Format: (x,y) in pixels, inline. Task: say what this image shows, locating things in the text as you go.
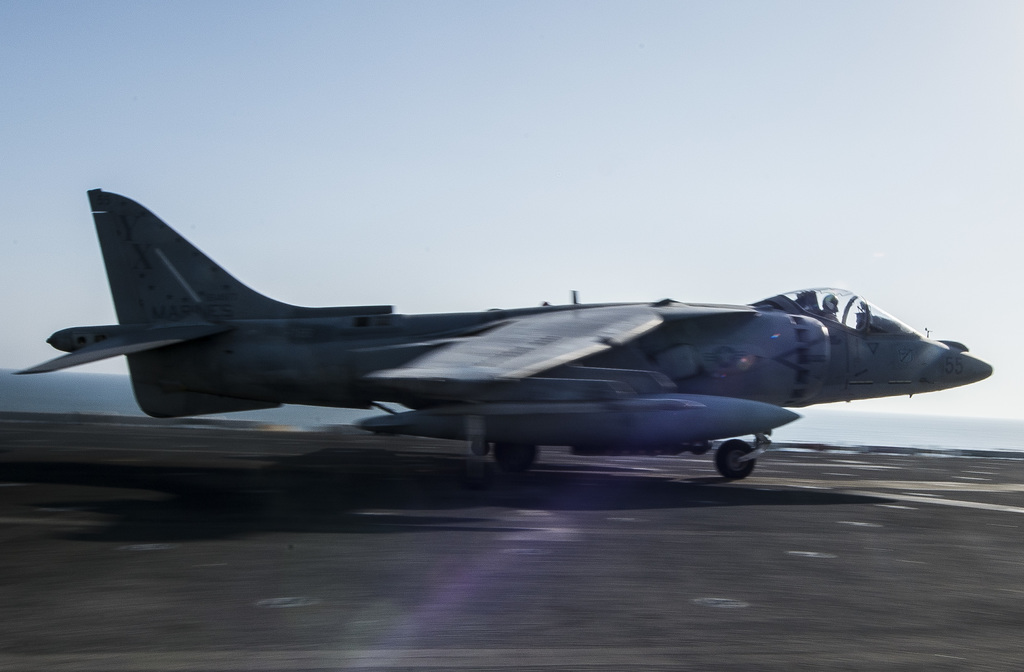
In this image, we can see an airplane (423,421). We can see the ground (485,507). We can also see the sky (629,209).
